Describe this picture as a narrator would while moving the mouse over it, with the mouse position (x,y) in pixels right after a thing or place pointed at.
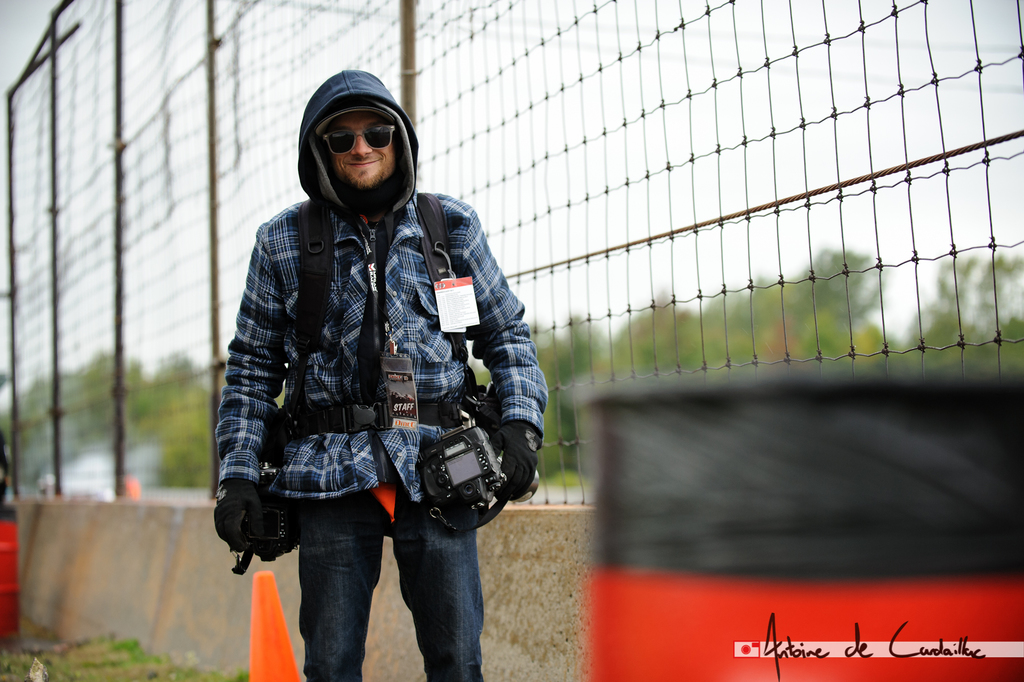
In this image i can see a person (249,359) standing. In the background (552,109) i can see the sky (649,145), trees (774,335) and the fence (542,101).
